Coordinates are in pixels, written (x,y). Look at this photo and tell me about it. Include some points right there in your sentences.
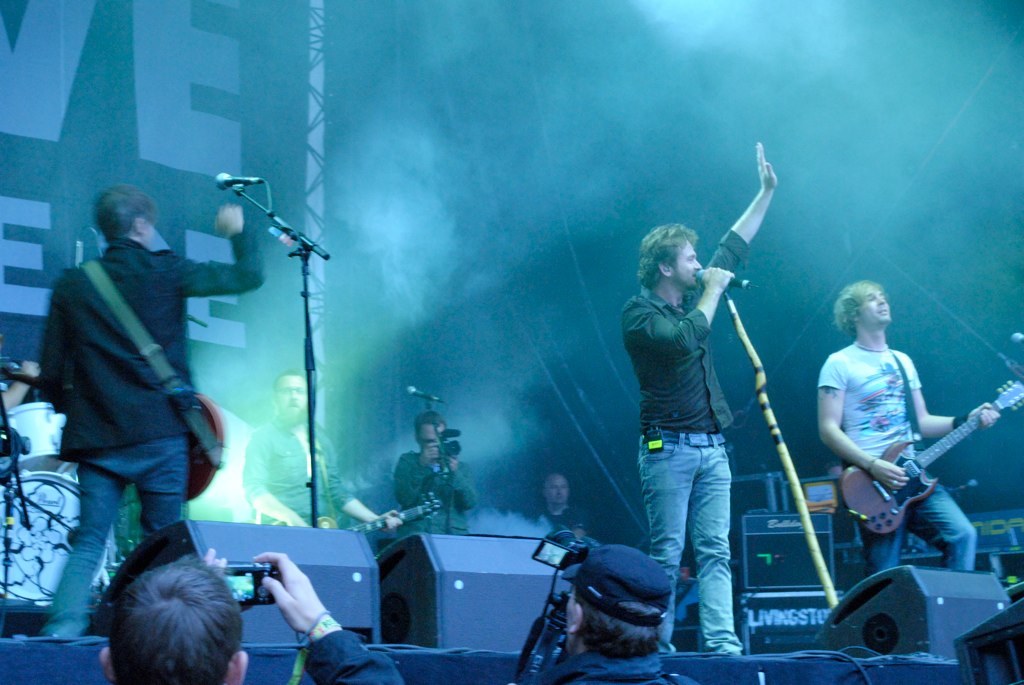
In this picture there are group of persons (123,373) on the stage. Towards the right (913,388) there is a person (876,333) wearing a white t shirt (898,398) and holding a guitar (1003,400), besides him there is another person (653,323) wearing a black shirt (660,310) and blue jeans (686,475), he is holding a mike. In the center (419,438) there is a man (452,509) and he is shooting on the camera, besides him there is another person (331,488), he is holding a guitar (381,524). Besides them there are two sound speakers (412,575). Towards the left (166,398) there is a man (141,457) wearing a black shirt (143,384) and blue jeans (147,470) and carrying a guitar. In the bottom (569,683) there is a man (581,680) shooting on the camera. In the left (135,619) there is a man (191,586), holding a camera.
